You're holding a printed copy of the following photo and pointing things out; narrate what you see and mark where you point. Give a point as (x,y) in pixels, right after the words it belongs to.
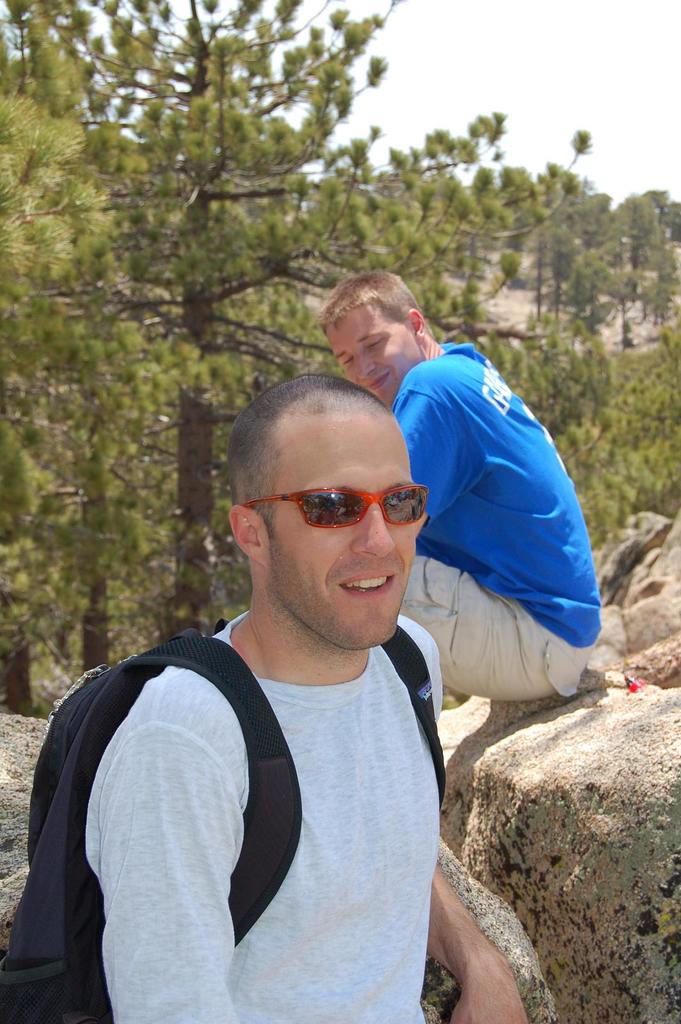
In this image we can see a man (303,663) standing on the ground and a man (516,593) is sitting on the rocks (543,766). In the background (371,222) there are trees (474,195) and sky (303,20).
